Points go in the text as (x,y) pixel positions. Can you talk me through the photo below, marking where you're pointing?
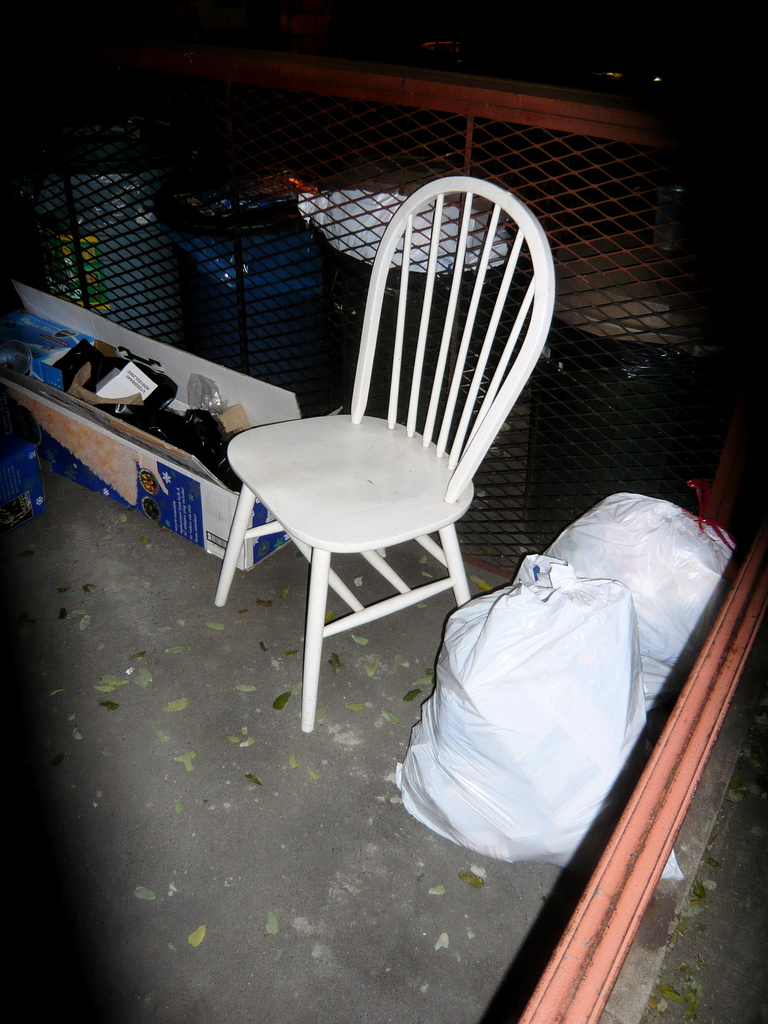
In this picture, we see a white color plastic covers (554,617). Beside that, we see a white chair (340,426). Beside that, we see a box (81,444) containing the black and blue color objects (160,418). Behind that, we see the fence (604,257) and behind the fence (259,169), we see the garbage bins (354,312) in black, blue and grey color. In the background (389,58), it is black in color.
